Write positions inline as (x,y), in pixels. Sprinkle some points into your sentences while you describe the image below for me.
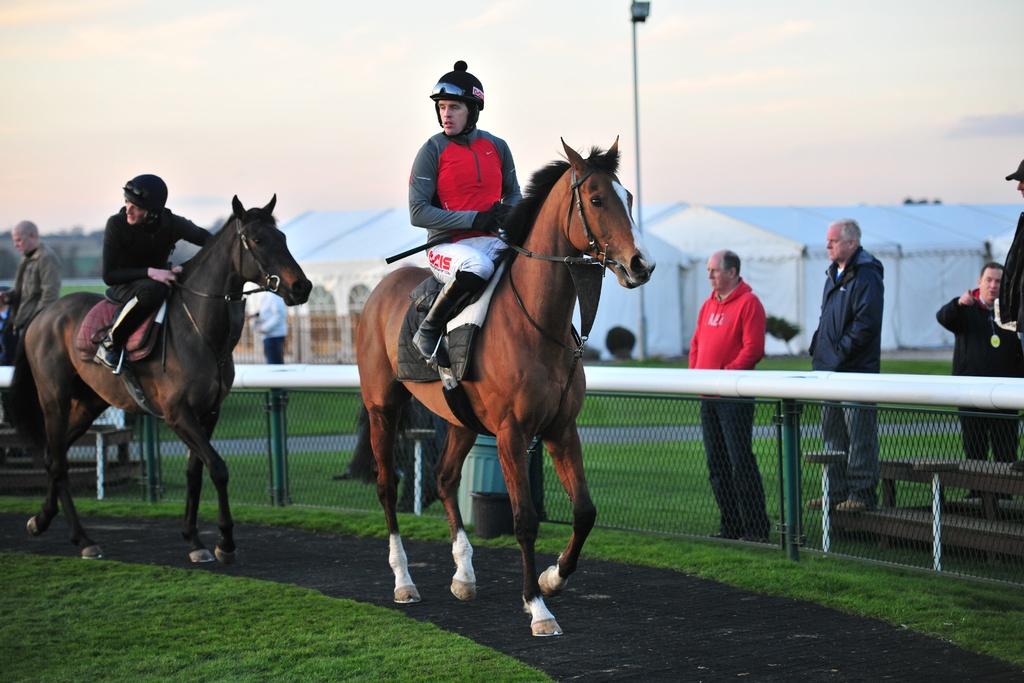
This image is clicked outside. There is a street light (644,19) on the top (638,7). There is a sky (448,47) at the top. There are two horses (521,332) on which there are two persons (151,301), who are wearing helmets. There is a net (889,496) in the middle (588,452). There are some persons (828,276) who are standing on the right side (962,304). There are tents (653,233) in the middle (600,349).
